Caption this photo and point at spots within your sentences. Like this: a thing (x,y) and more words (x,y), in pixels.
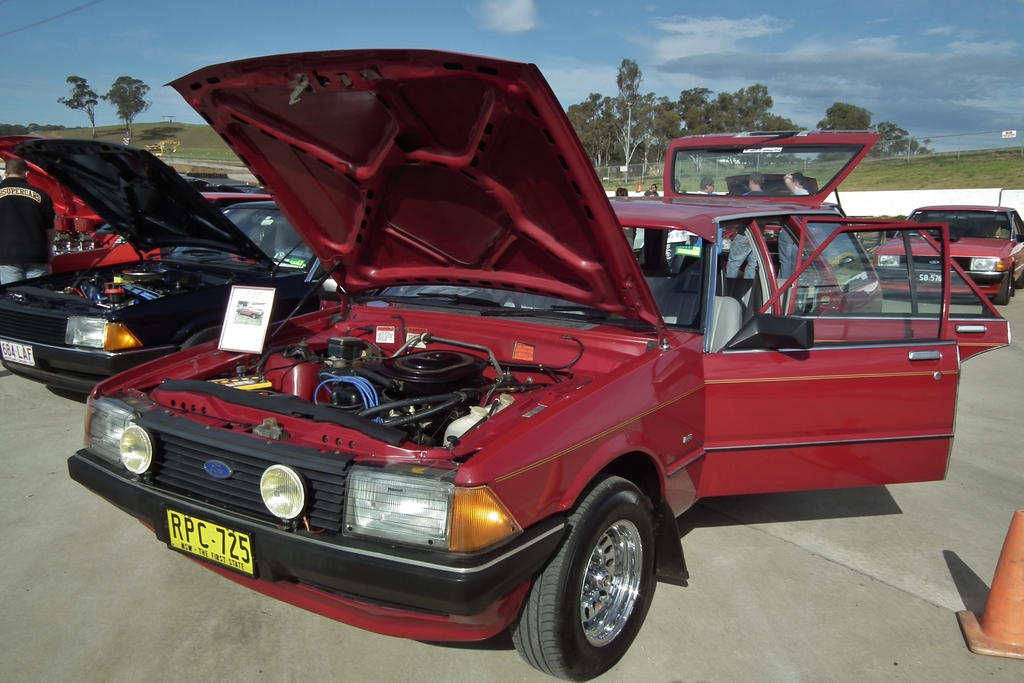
In this image I can see a car (631,427) which is red and black in color and another car (207,259) which is black in color are on the ground (946,560). I can see a person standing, few other cars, a traffic cone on the ground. In the background (128,106) I can see few trees (623,135) which are green in color, some grass (202,133) and the sky (350,37).
